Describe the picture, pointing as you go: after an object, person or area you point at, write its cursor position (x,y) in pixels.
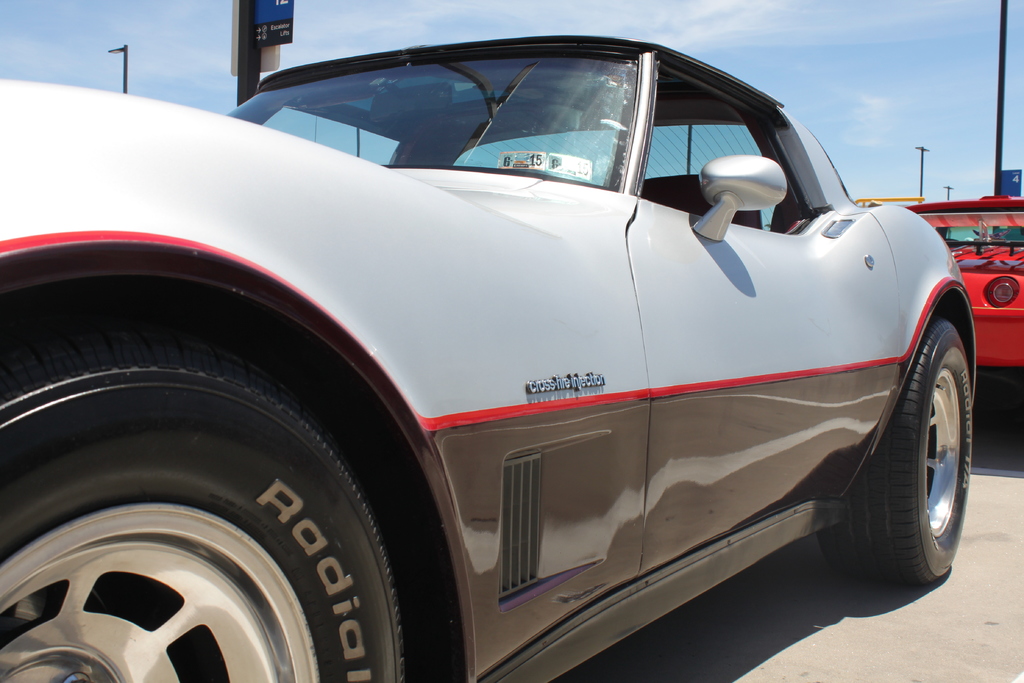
It is a zoomed in picture of a white color car (637,263) parked on the road (888,650). In the background (996,248) we can see poles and there is also a red color car (986,271). Sky (872,45) is also visible.
